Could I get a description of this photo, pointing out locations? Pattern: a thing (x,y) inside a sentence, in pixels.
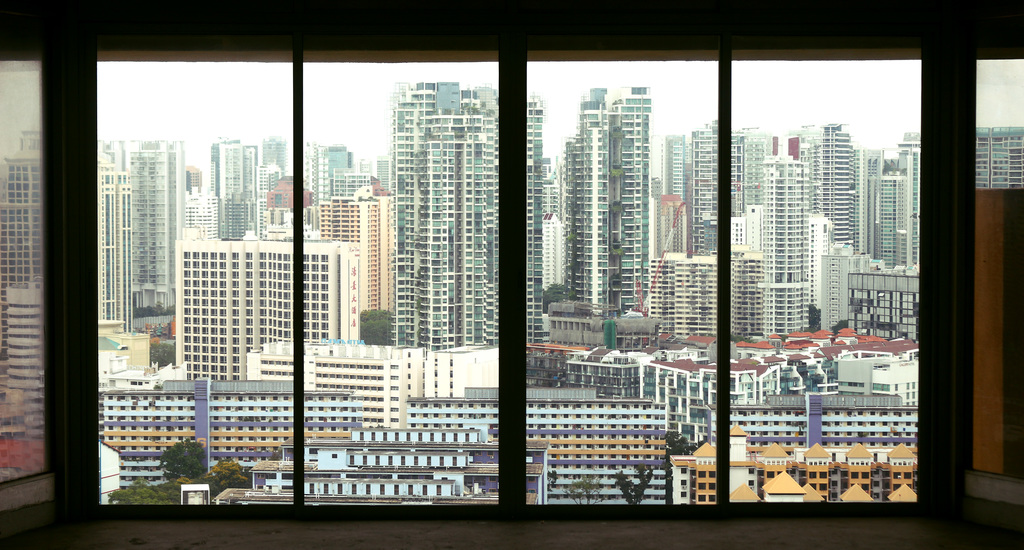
In this image we can see a group of buildings (480,248), housing (564,348), a crane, some trees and the sky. In the foreground (726,514) we can see a window (742,504).
